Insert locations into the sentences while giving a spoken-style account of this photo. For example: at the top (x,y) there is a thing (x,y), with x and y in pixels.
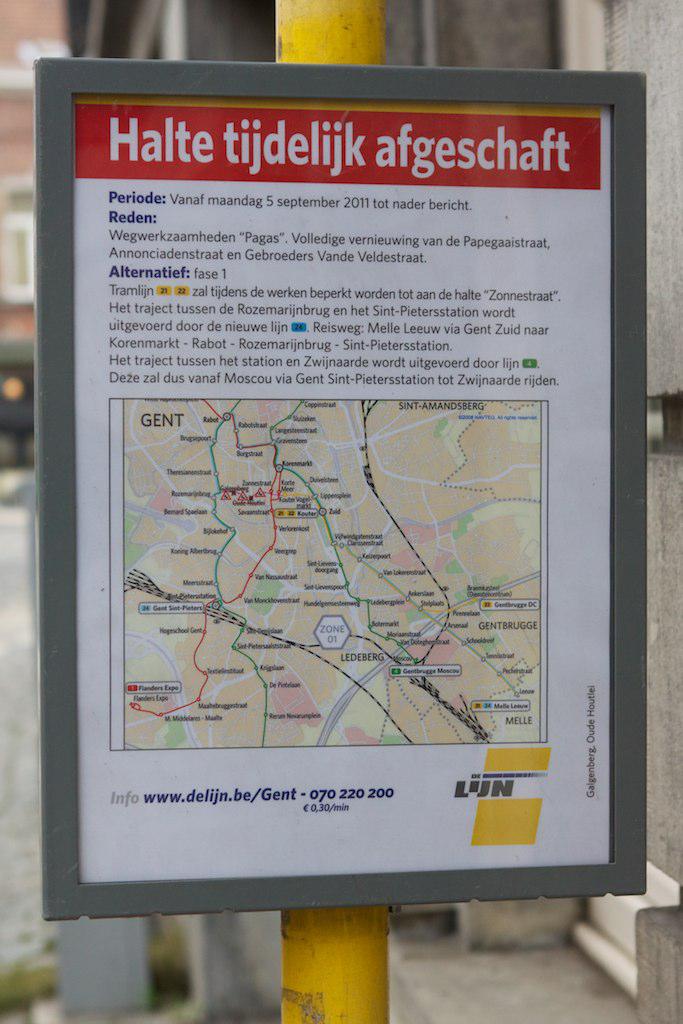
In the center of the image (388,492) we can see a board (302,389) placed on the pole (323,938). In the background (10,110) there are buildings (52,36).
